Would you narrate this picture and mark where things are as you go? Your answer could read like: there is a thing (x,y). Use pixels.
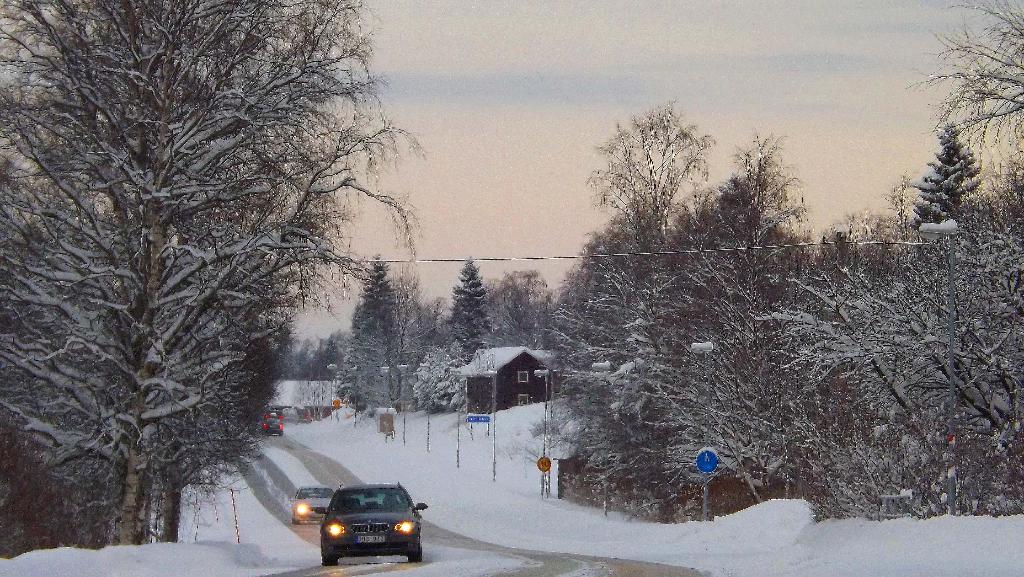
In the image there are few cars (317,491) going on the road (442,531), on either side of it there are trees (757,384) on the snow land (45,555) with buildings (525,393) on the right side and above its sky (703,74).
